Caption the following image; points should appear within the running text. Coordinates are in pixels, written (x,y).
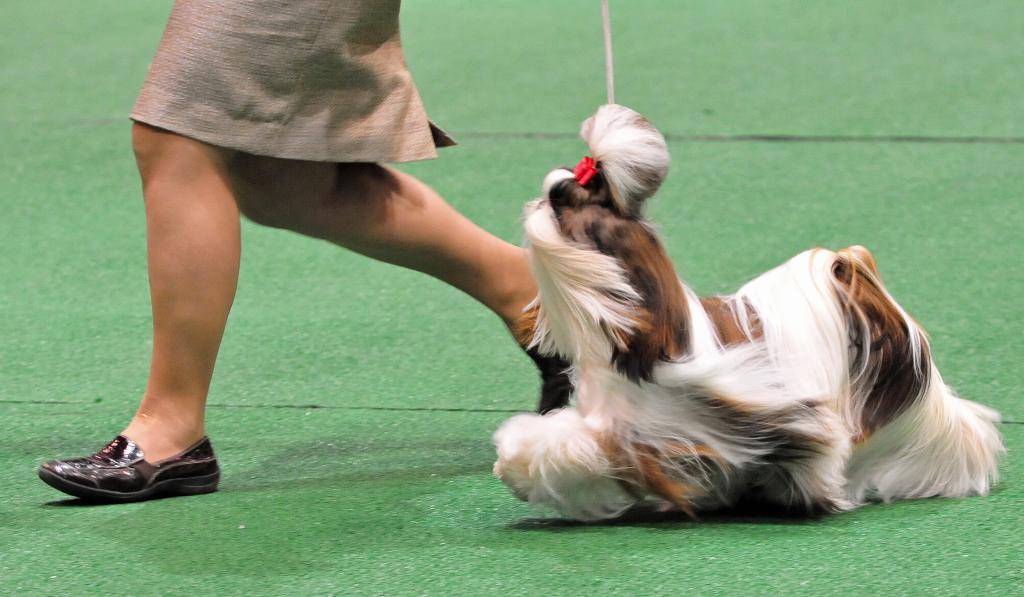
In this image, we can see green color carpet (483,524) on the floor (372,519), at the right side (862,448) there is a dog (752,298) which is in white and brown color, at the left side (244,117) there is a woman (273,38) she is walking and she is holding a dog (801,320) with a rope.
